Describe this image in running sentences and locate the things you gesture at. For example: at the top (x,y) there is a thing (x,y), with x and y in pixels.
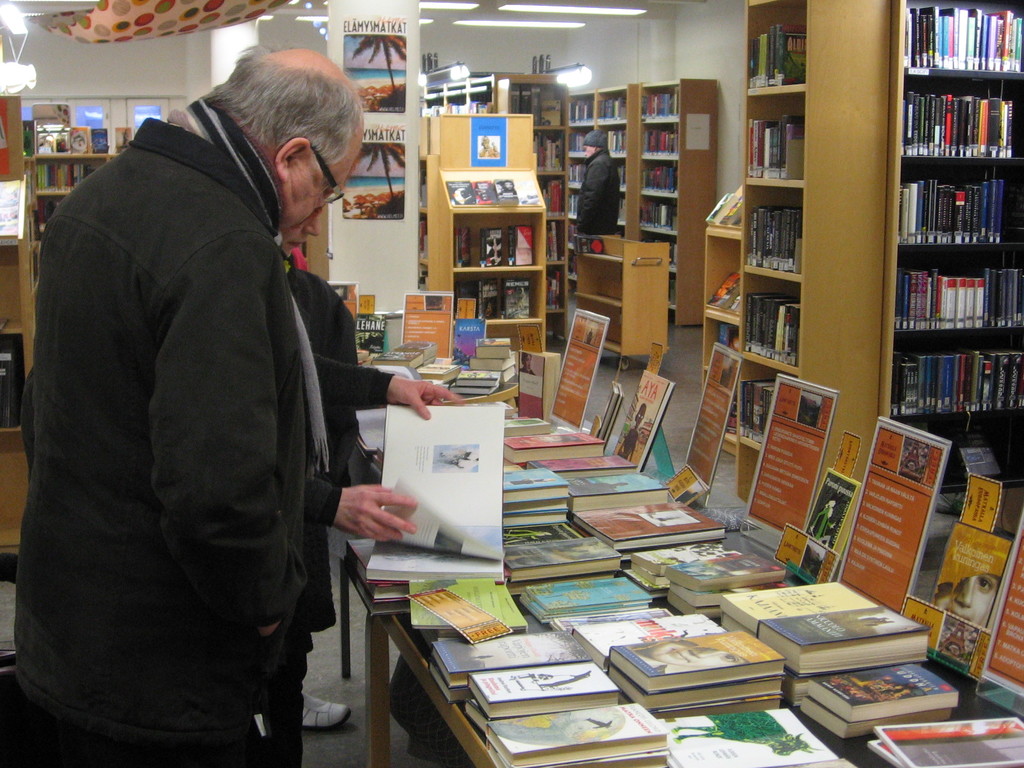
There are two persons (203,328) standing in front of a table (658,602) which has many books (574,527) on it and there are many bookshelves (858,204) around them.
